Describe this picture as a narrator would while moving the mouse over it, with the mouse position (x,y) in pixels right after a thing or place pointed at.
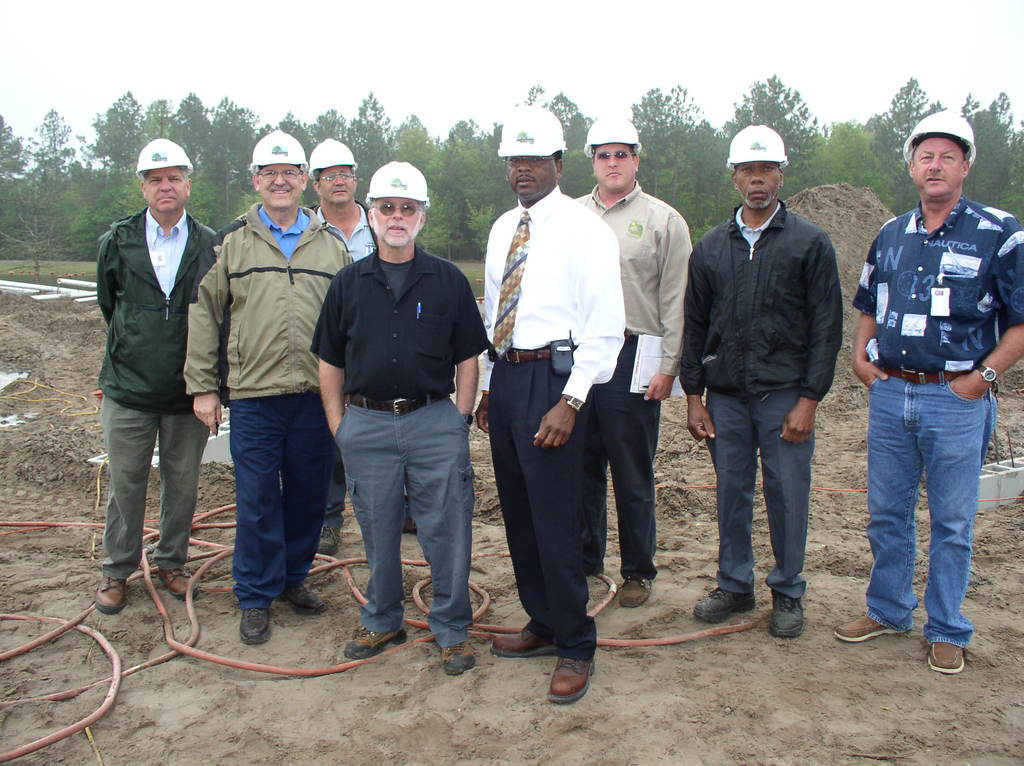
In the image there are few men (310,339) standing on the mud floor (187,681), they all wore white helmets (172,148), on the left side (103,682) there is a pipe (140,669) visible on the road (235,682) and in the back (886,146) there are trees (886,120) all over the place and above its sky (455,58).
